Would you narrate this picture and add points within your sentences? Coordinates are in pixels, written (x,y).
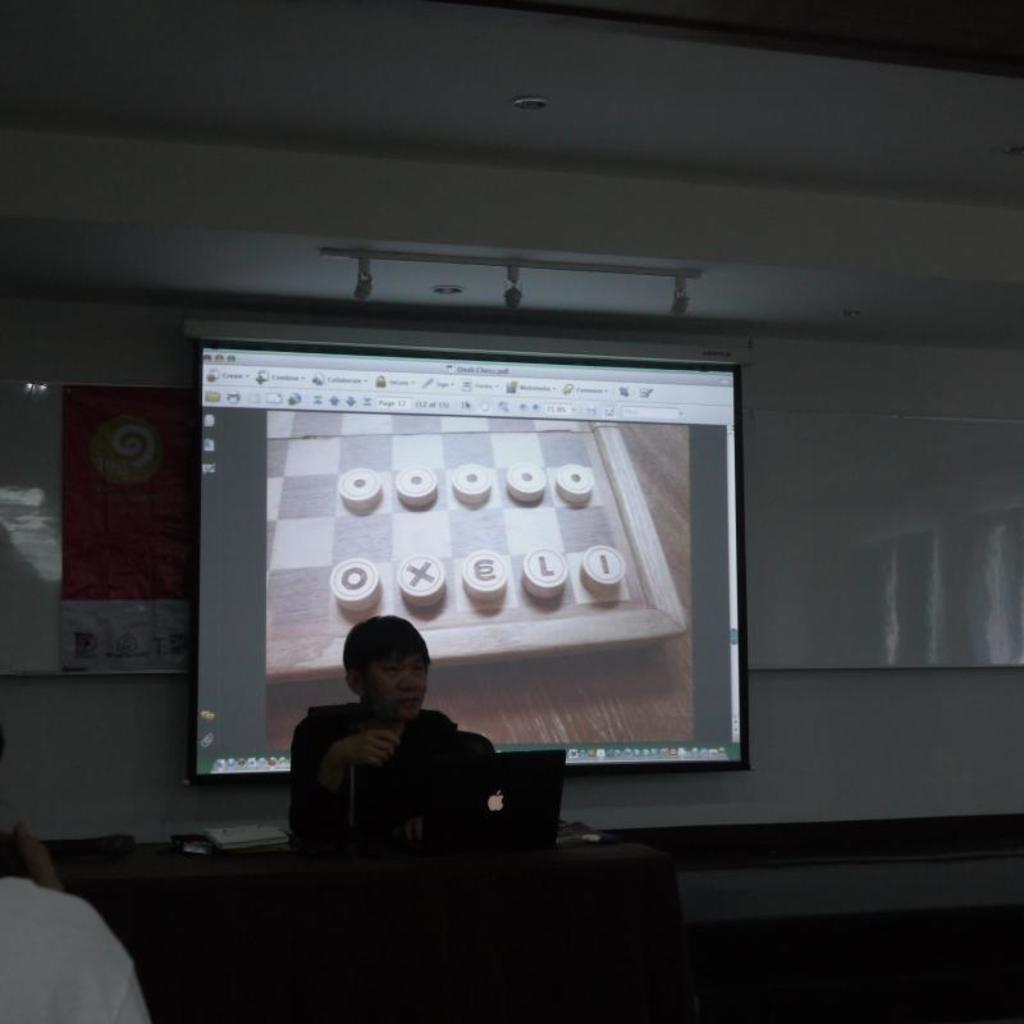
This image consists of a person (372,747) sitting. In front of him, there is a laptop (543,839), on the table (359,898). In the background (421,538), we can see projector screen (296,573) on the wall (61,416). At the top (549,103), there is a roof (549,103). On the left (78,972), there is a person (26,996) wearing a white T-shirt (79,997).
